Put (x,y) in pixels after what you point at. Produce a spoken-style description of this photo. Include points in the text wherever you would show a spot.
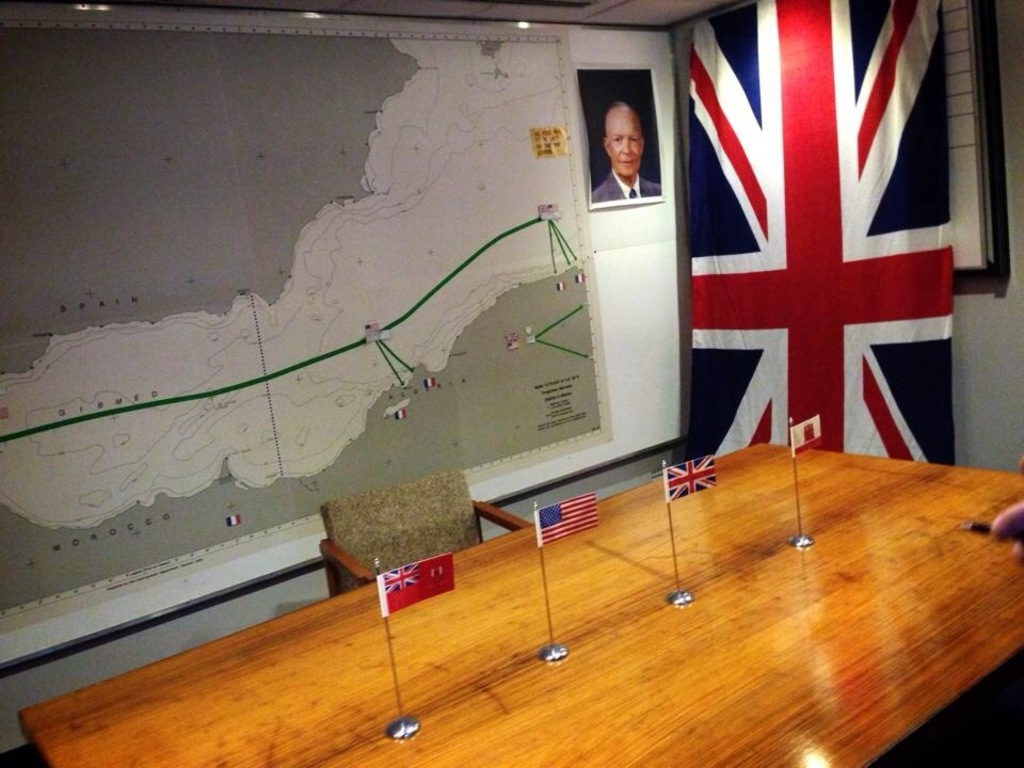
This image is taken inside a room (202,167). At the bottom of the image (943,522) there is a table (998,492) and there were four flags (811,441) on it. At the background (32,624) there is a map (452,339) on the wall (639,379) and a photo frame (634,113), besides that a flag (855,211) is there on the wall (971,387). In the middle of the image (449,489) an empty chair (399,520) is there.
